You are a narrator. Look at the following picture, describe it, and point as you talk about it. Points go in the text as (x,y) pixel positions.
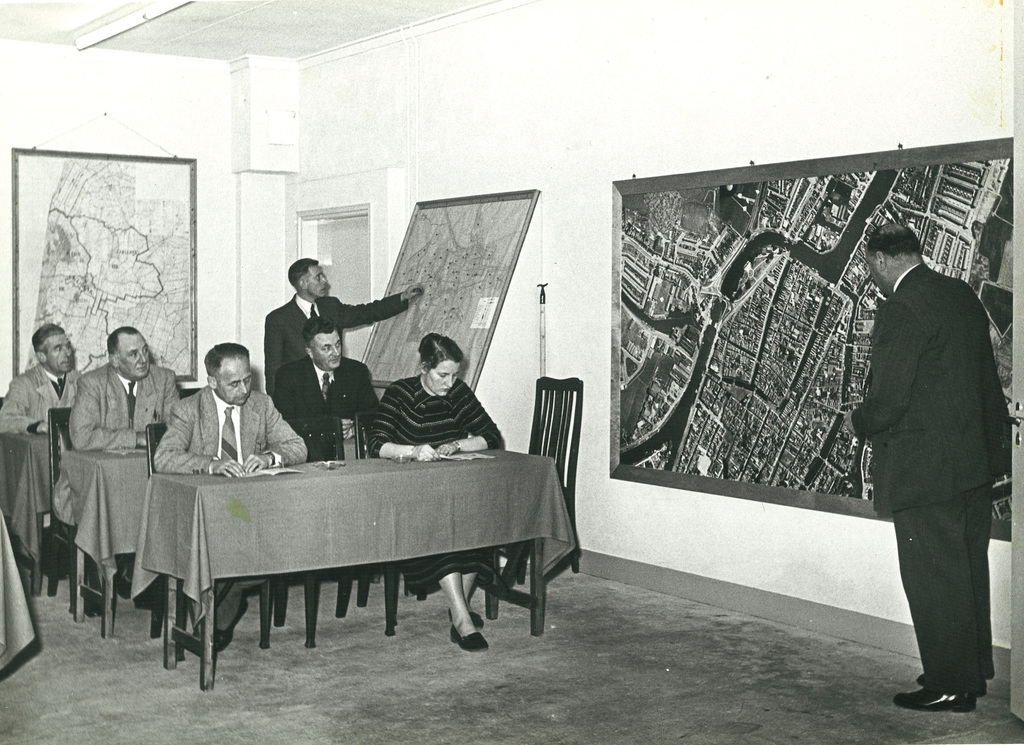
There are many people (403,404) sitting in the chair (307,433). Two of them (444,440) were in front of a table (366,521). Two of them (950,454) were standing near the photo frames (804,339) attached to the wall (237,291). In the background (76,272) there is another photo frame (79,183) attached to the wall (211,140).
